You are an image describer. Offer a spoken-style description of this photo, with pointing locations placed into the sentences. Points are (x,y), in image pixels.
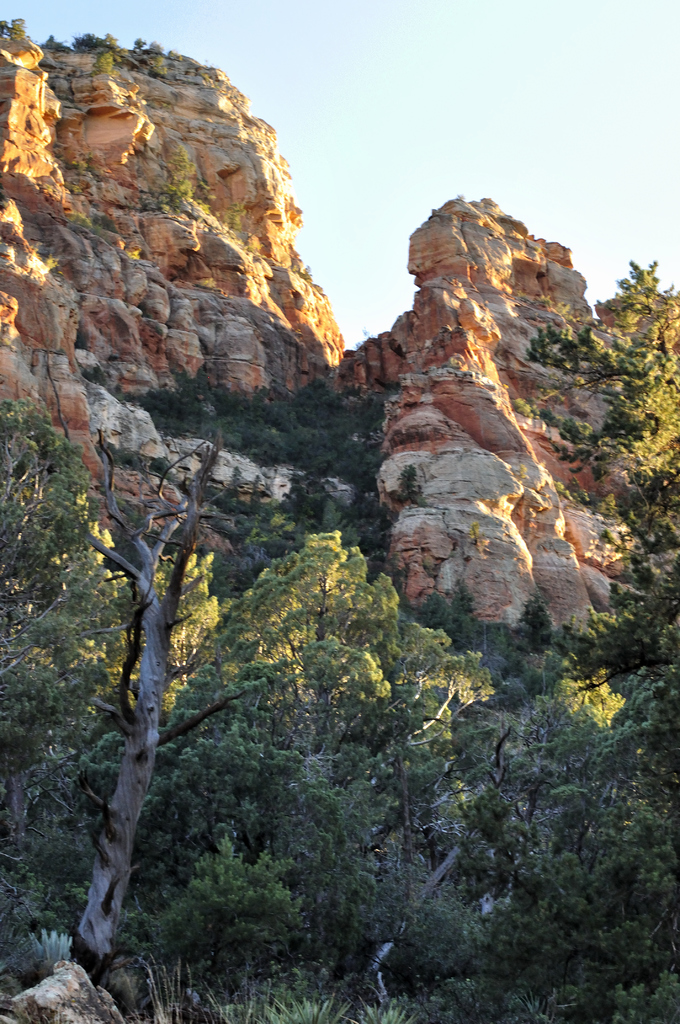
In the foreground of the picture (253,823) there are trees (82,892), rock (89,1002) and trunk (157,635) of a tree (138,711). In the center of the picture (332,432) there are trees (211,412) and a mountain (123,201). At the top (415,56) it is sky (457,158).
